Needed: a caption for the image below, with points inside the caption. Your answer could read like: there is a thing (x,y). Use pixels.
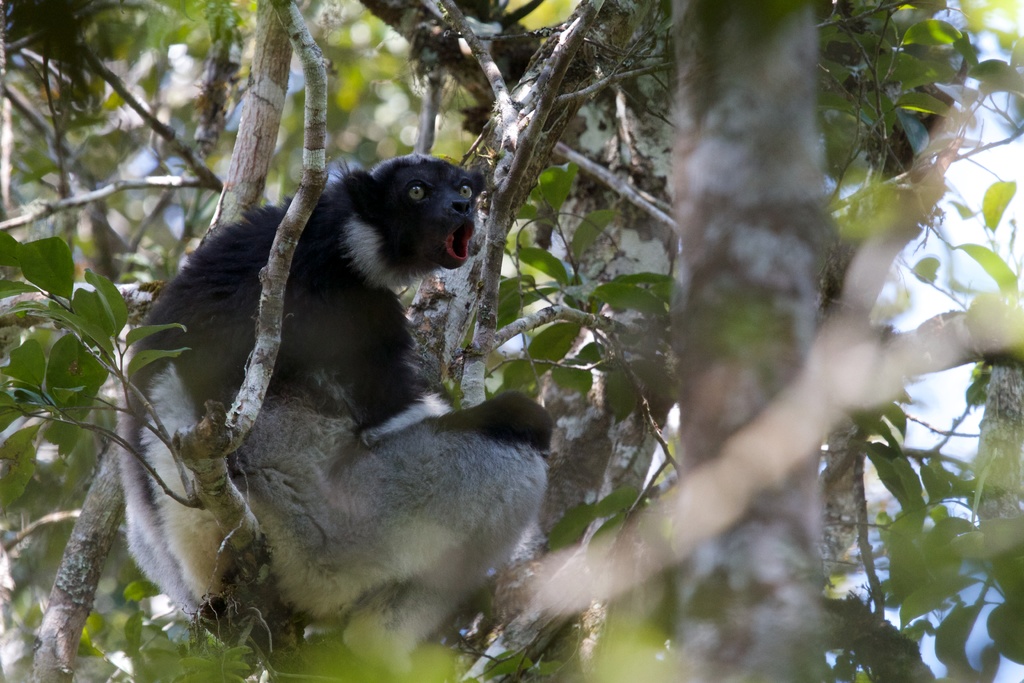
In this picture we can see an animal (479,519) on a tree branch (209,433) and in the background (125,615) we can see leaves (360,99) and it is blurry.
